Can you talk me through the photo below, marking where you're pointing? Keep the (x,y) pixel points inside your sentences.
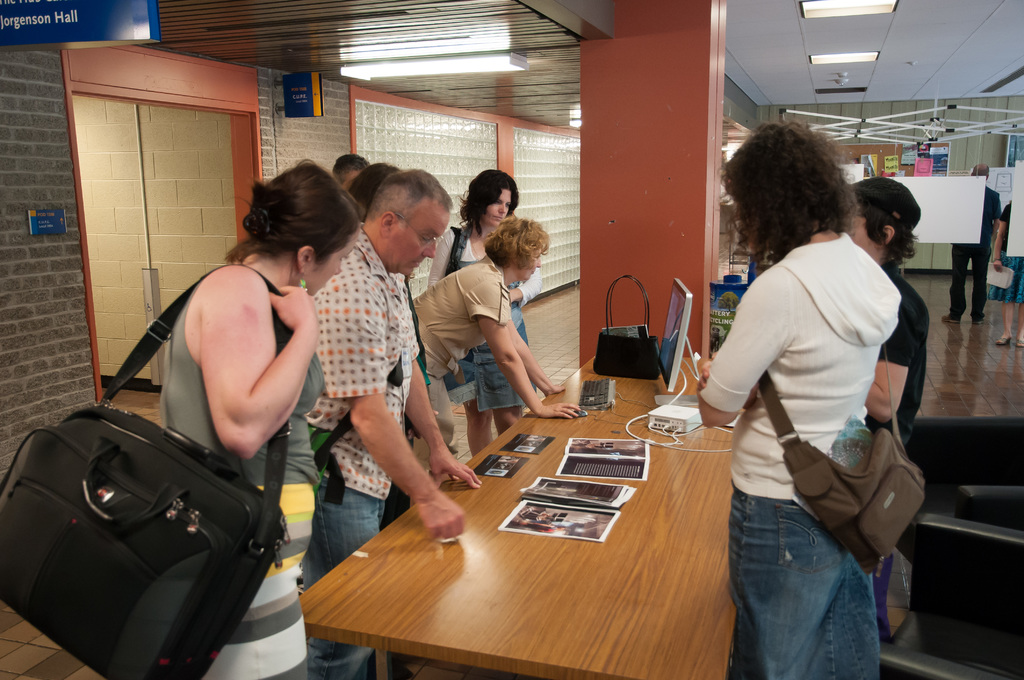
In this picture there are group of people (358,157) standing and they have a table (633,523) in front of them with a monitor screen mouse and keyboard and some papers (580,522) kept on the table (488,615) this woman (287,486) is wearing a bag (259,532) and onto the right side (764,588) is a woman (844,350) and a man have two chairs (978,495) and in the backdrop (942,135), There's a wall (318,144) and some other people (954,258) standing here.
